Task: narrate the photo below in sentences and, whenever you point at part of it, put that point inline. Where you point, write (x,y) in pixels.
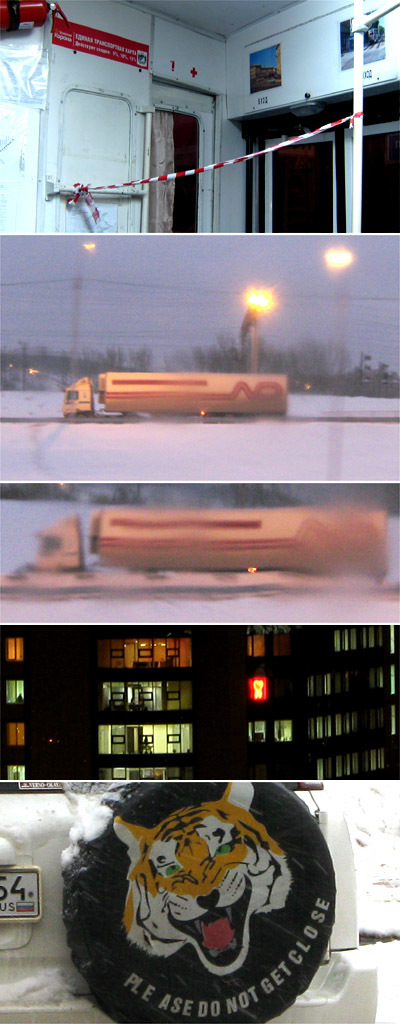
This is the collage. In the first image we can see white color wall (211,72), door (192,177) and pole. In the second image truck (82,398) and poles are there. In the third image we can see a vehicle (107,551). In the fourth image building (260,677) is there. One tire (229,949) is attached to the backside (48,925) of the car (44,959) and we can see number plate (17,892) of car (9,974).
